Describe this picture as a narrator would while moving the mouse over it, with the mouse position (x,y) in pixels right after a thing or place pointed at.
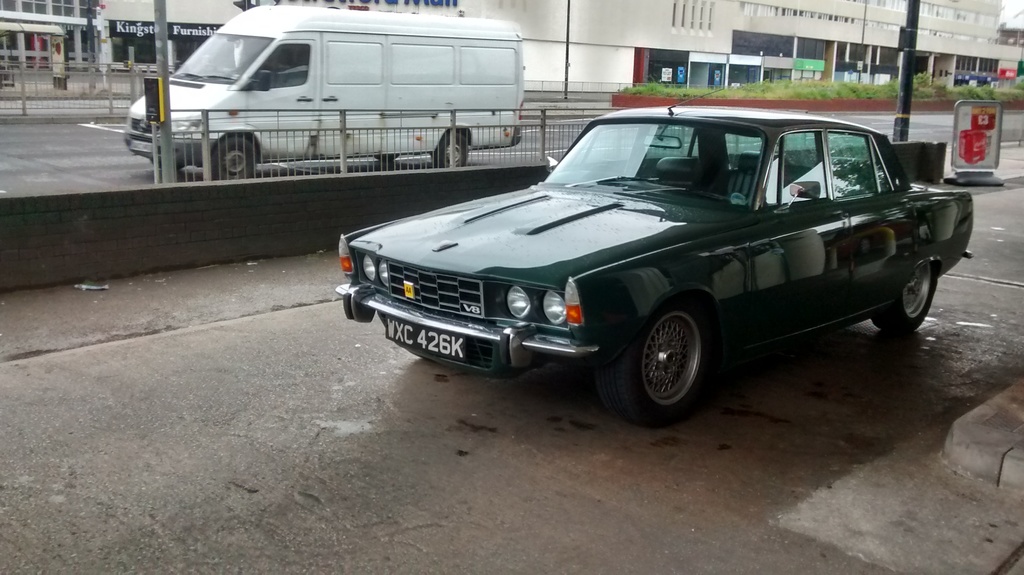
In the picture there is a car (720,200) parked in the sub road (621,446) and on the road (32,131) a van (197,104) is moving and on the other side of the road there are many stores (764,61) beside the footpath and on the divider (672,98) of the road (594,97) there are some plants (837,90) and grass (974,94).
